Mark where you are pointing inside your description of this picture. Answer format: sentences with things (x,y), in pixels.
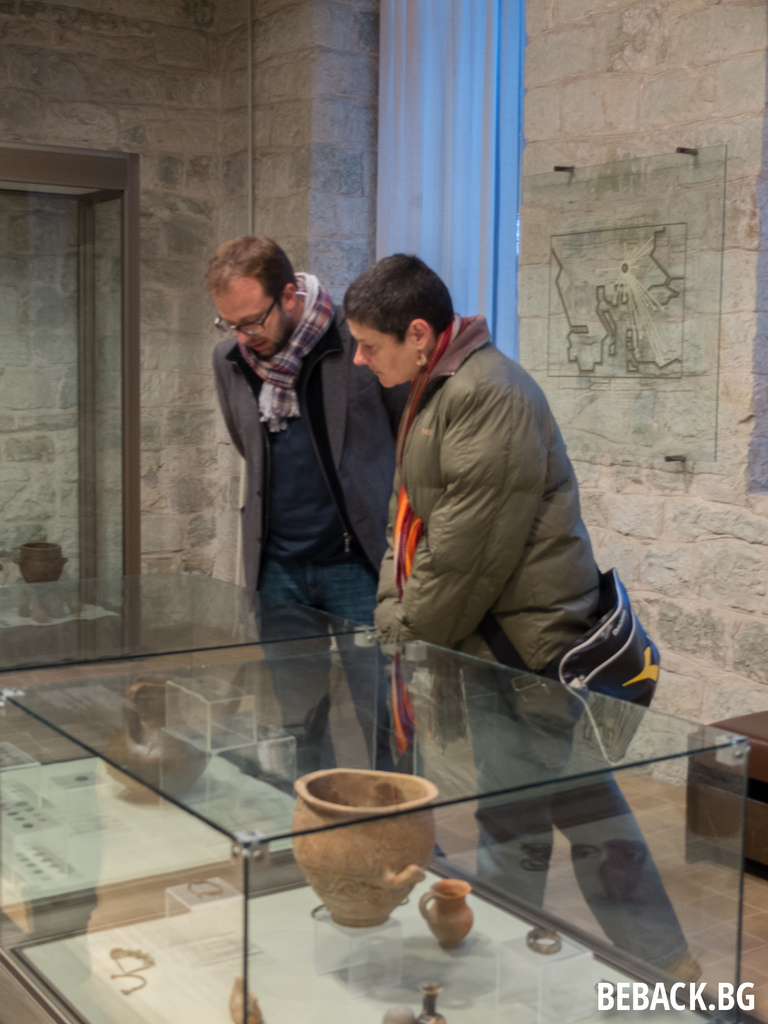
In this image, we can see two people (450,577) are standing near the glass boxes (262,743). In the glass boxes (119,865), we can see few objects (398,843). Background (659,452) there is a wall (621,423), door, curtain (480,264) and glass (637,277). Right side of the image (752,787), there is a table (707,844) on the floor (707,902). Here we can see a watermark (730,1004) in the image.
